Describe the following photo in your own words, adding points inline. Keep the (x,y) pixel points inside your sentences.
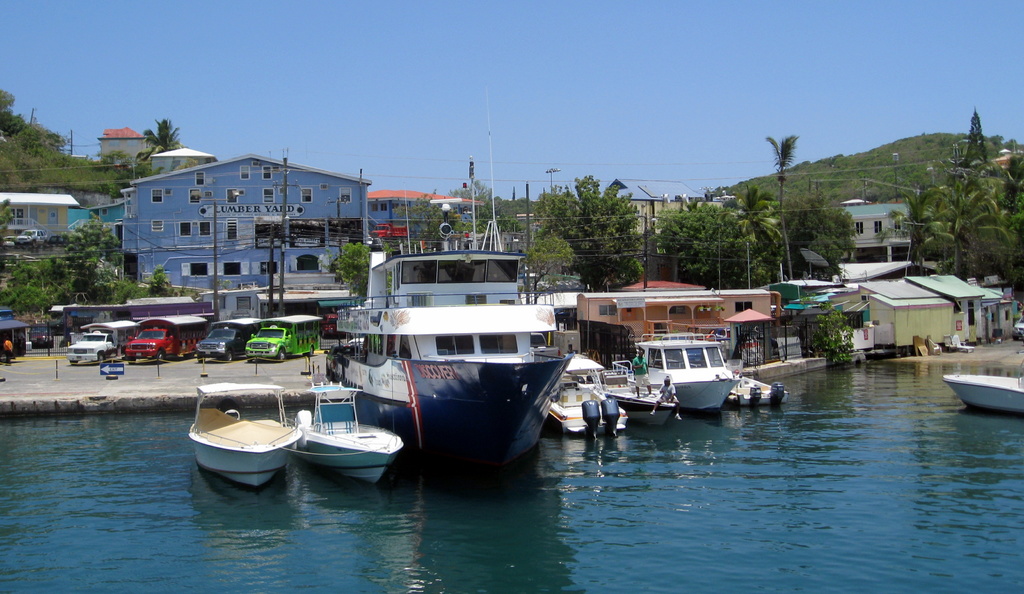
In this picture there are boats (339,412) and ships (551,359) in the center of the image (406,379) on the water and there are houses (217,206), poles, vehicles (382,236), and trees (948,140) in the background area of the image (611,236).
